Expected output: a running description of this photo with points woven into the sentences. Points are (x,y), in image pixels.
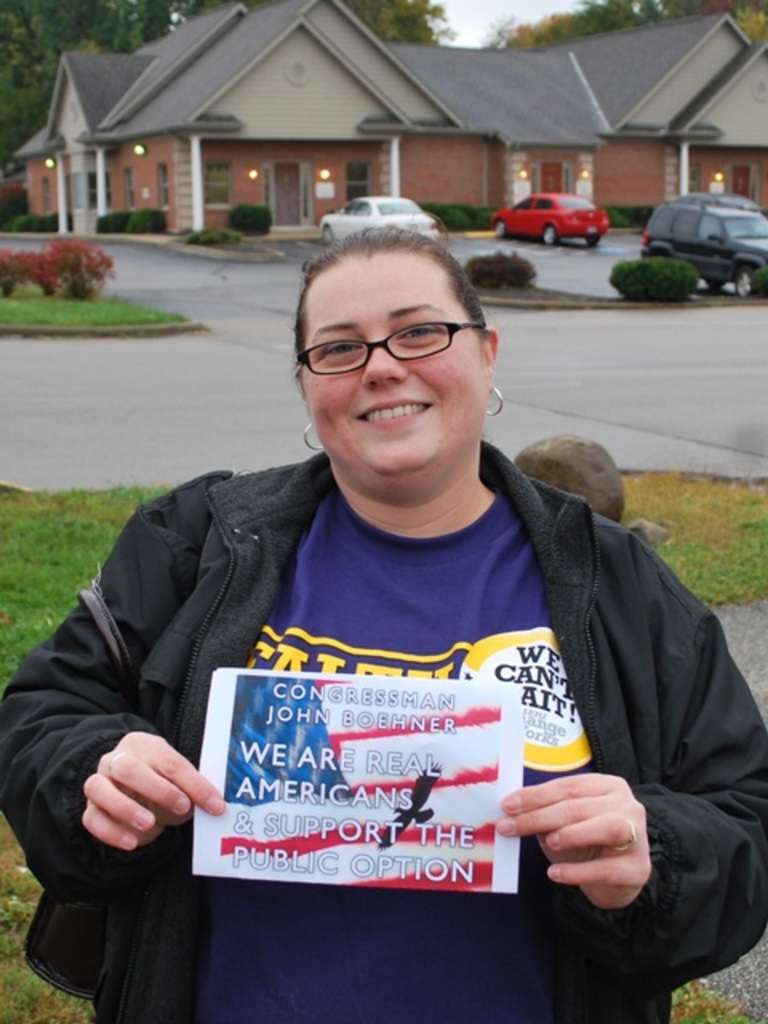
In this image we can see a woman (269,631) is standing and smiling, she is holding a paper (424,723) and some matter (354,692) is written on it, at the back (458,164) there is a building (392,140), there are windows (226,197), there are lights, there are many trees (153,40), there is grass (65,313), there are cars (558,224) on the ground (84,349), there is sky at the top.
